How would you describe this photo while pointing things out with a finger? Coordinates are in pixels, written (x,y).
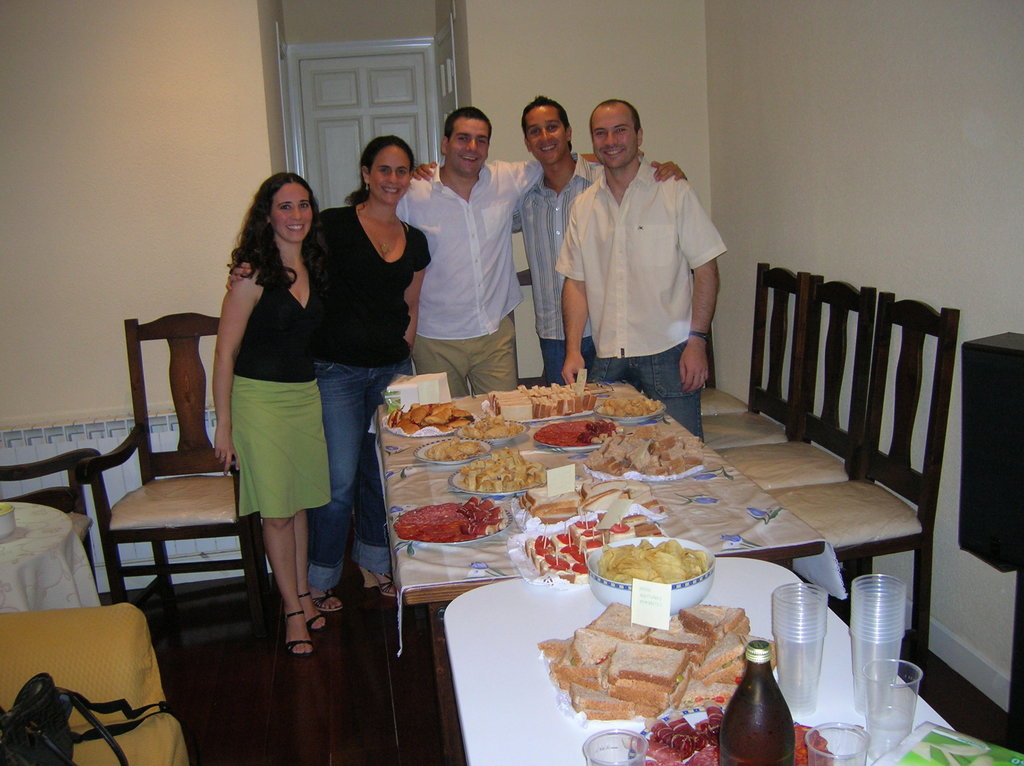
There are five member (328,239) standing here posing for a picture. Two of them were women (365,313) and the remaining three (476,216) were men (544,245). In front (551,516) there is a table (423,465) on which food (503,482) has placed and there are some chairs (786,446) beside the table (498,704). In the background (149,176) there is a wall (147,125) and a Door (338,94).
